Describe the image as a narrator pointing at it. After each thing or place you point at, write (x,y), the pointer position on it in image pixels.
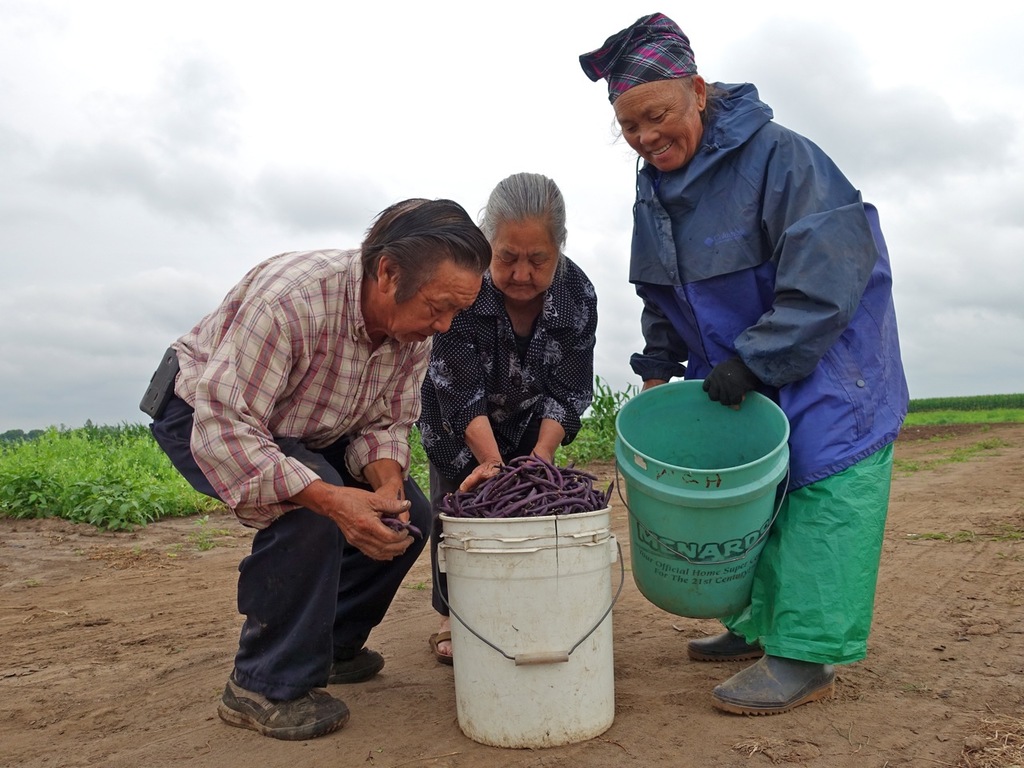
In the picture I can see a bucket (528,617) which has few objects (528,514) placed in it and there are two persons (401,424) standing beside it and there is another woman (776,268) standing and holding a bucket (722,475) in her hand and there are few plants (98,437) in the background (92,469) and the sky (209,113) is cloudy.
